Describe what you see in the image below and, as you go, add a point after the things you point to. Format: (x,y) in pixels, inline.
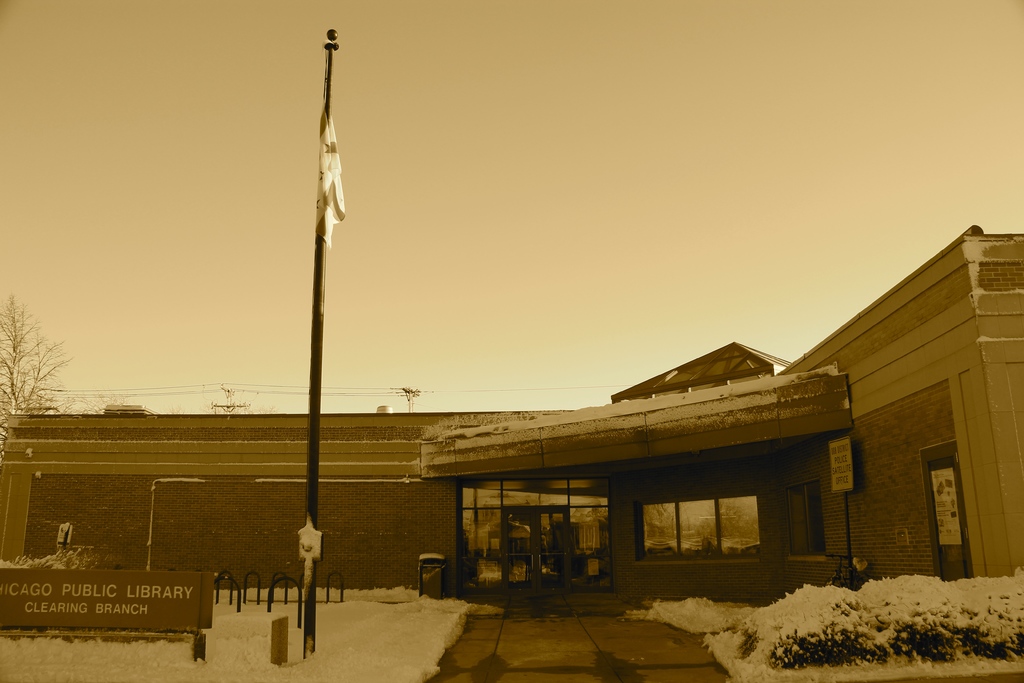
This is an outside view. In the middle of the image (482,445) there is a building (710,531). On the right side (846,634) there are few plants (848,638) covered with the snow (775,627). On the left side (29,616) there is a board (86,599) and a pole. In the background (21,376) there is a tree (12,388). At the top of the image (697,132) I can see the sky (609,108).
